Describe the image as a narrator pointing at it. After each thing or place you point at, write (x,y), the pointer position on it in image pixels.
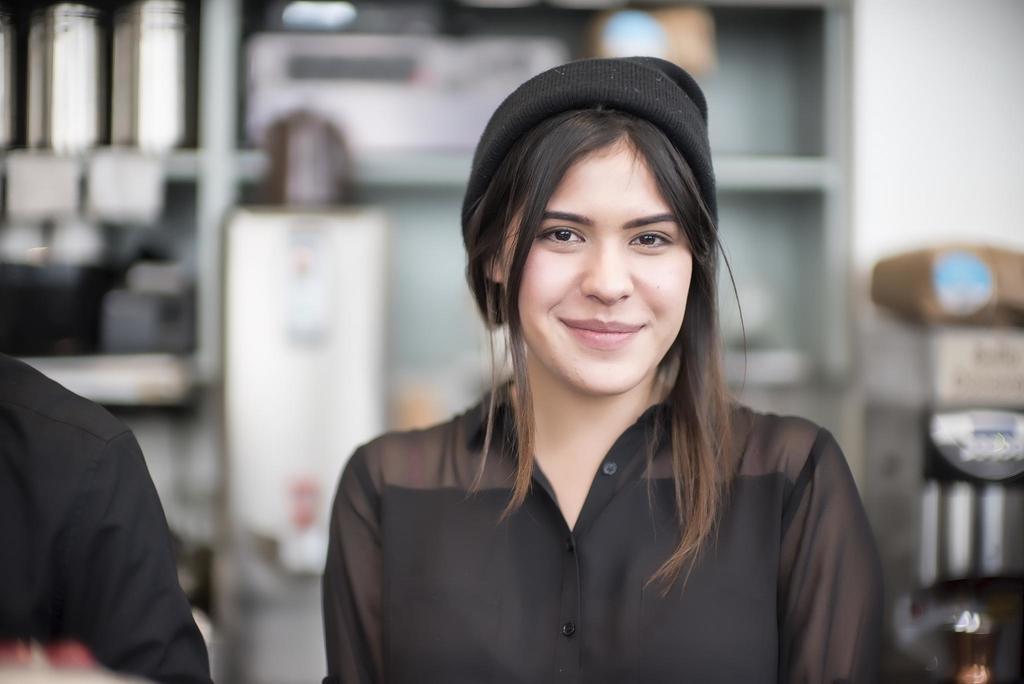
In this image we can see a woman (536,503) and she has a cap (676,139) on her head (569,186). On the left side (28,513) we can see a person's shoulder (50,549). In the background (413,258) the image is blur but we can see objects (48,206) and wall (919,105).
